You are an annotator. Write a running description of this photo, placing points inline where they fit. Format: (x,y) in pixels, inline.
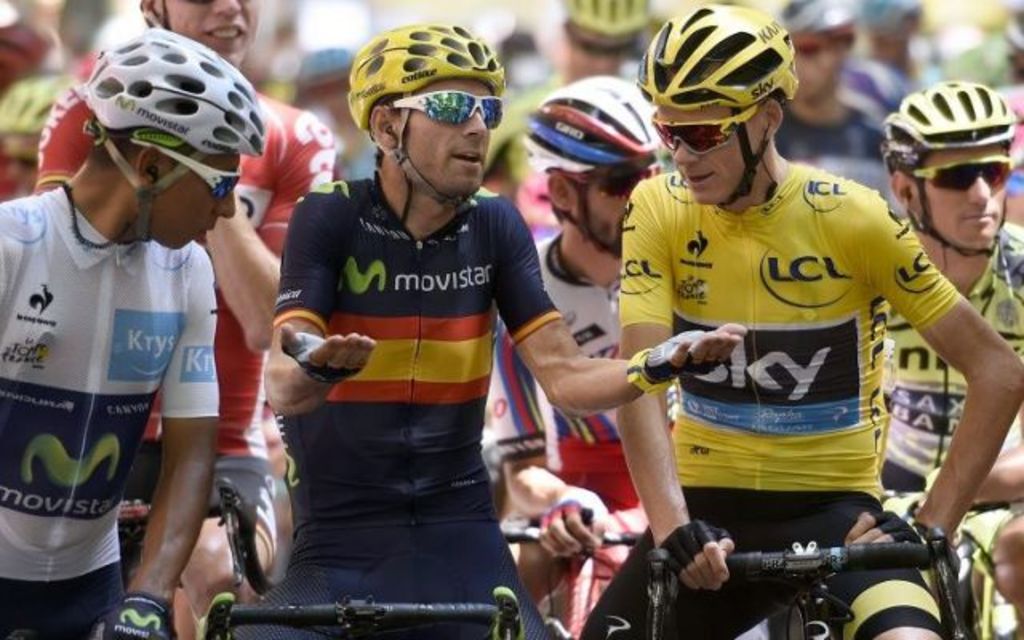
In the picture we can see many people (517,486) are in a sports wear (36,428) with helmets (976,104) and sitting on bicycles (229,530).
